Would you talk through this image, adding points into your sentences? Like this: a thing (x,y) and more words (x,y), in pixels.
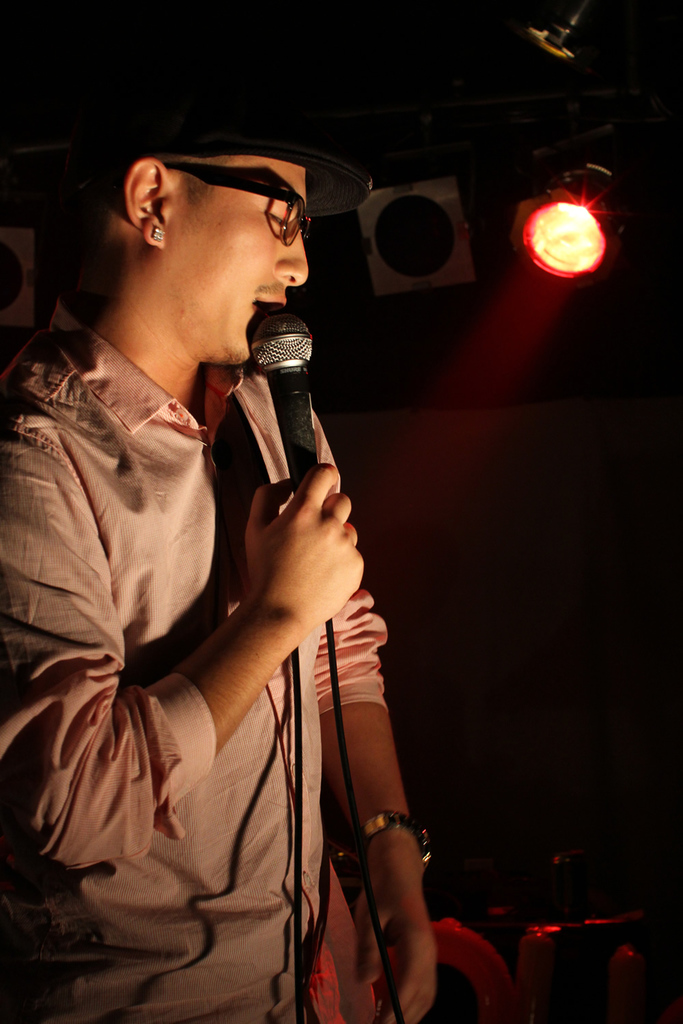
There is a person (10,997) standing on the left side (35,343) and he is singing on a microphone (295,465). Here we can see lighting arrangement (559,177) on the right side (558,220).
